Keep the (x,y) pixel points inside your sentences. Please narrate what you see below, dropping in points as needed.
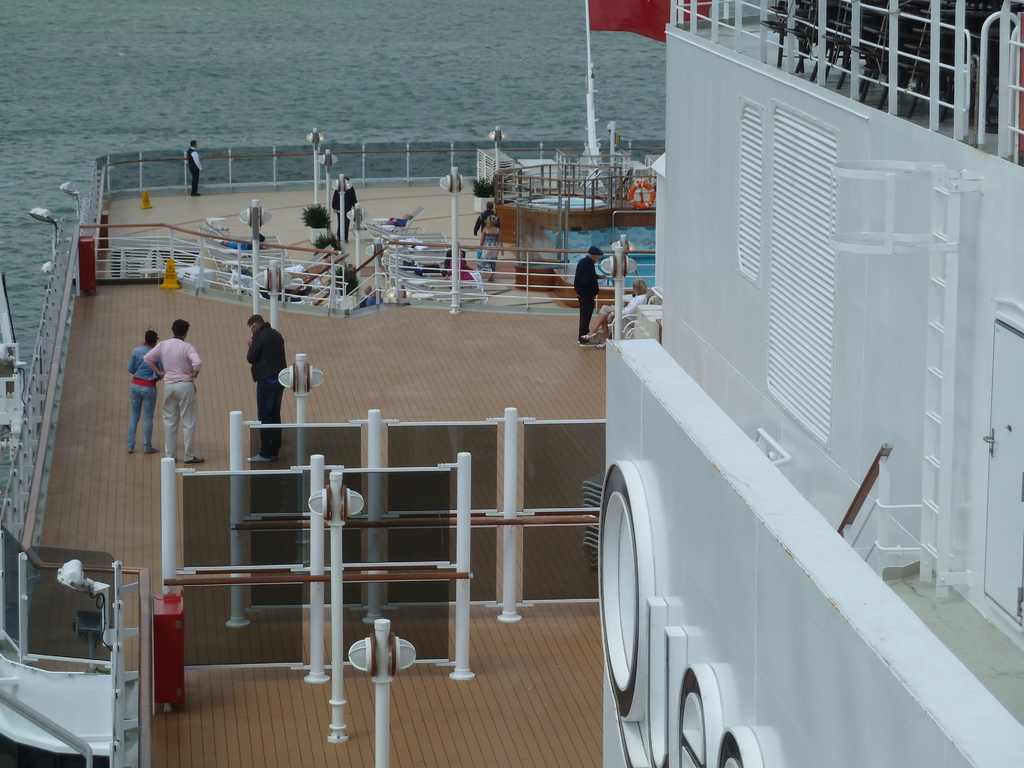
There is a big ship (434,328) on the water (25,278). Here we can see few persons (146,354) standing on the floor (311,198), poles (340,205), light poles (630,247), flag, swimming pool (587,239) and some other objects (215,488). On the right (953,225) we can see a chairs (882,64) at the fence (896,64), ladder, door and some other objects (647,576). In the background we can see water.
